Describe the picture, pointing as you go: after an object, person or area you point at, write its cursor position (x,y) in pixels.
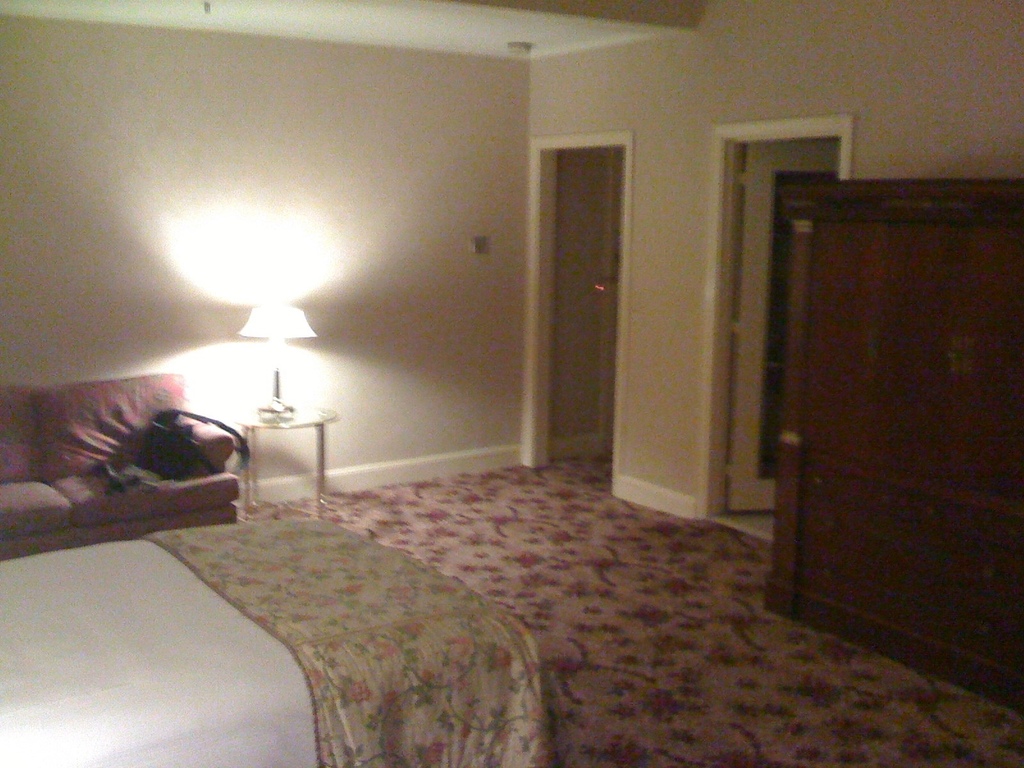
This picture might be taken inside the room (696,609). In this image, on the left corner (336,667), we can see a bed (223,698), on that bed (194,687), we can see a blanket (325,663). On the left side (134,501), we can also see a couch (144,513), on that couch (92,508), we can also see a bag (189,464). In the middle of the image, we can see a table (308,425), on that table (297,419), we can see a lamp (280,326). On the right side (736,309), we can see a door (723,312) which is opened. At the top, we can see a roof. In the background (93,87), we can see a wall (102,98), at the bottom (716,652), we can see a mat (609,558).
